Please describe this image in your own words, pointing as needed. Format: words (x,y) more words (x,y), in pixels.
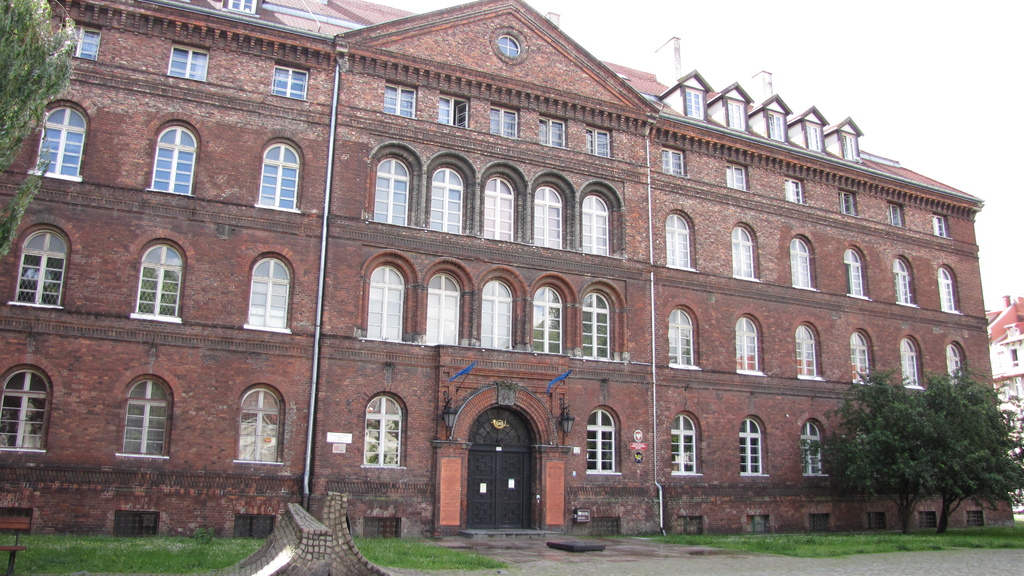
In this image we can see a building (414,268) which is in red color, there are some windows (4,422) and a door (471,478) which is black in color, there are some trees (1004,460) on right side of the image (903,453) and there is some grass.
